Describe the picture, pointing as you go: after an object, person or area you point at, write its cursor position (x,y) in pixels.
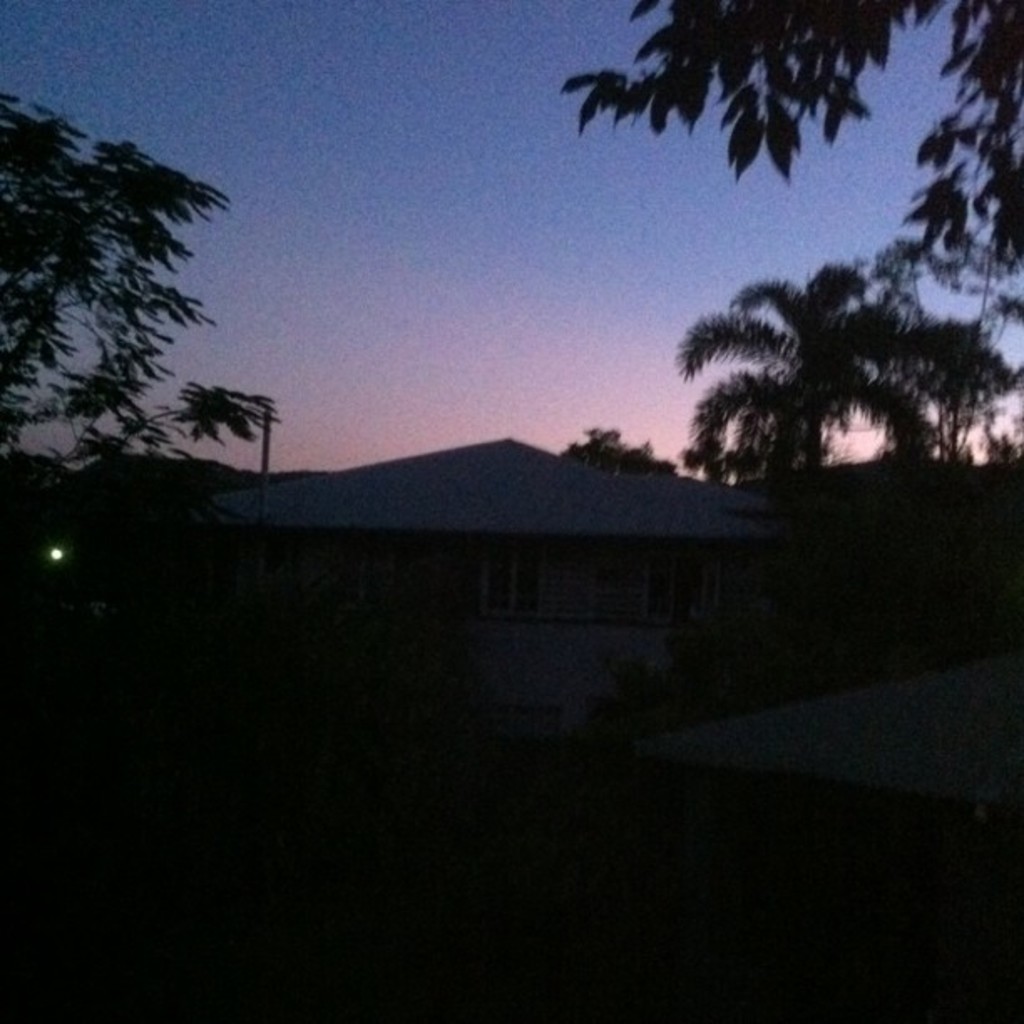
In this image we can see a house (255,524), there are some trees (474,720) and in the background (433,214), we can see the sky (369,168).
